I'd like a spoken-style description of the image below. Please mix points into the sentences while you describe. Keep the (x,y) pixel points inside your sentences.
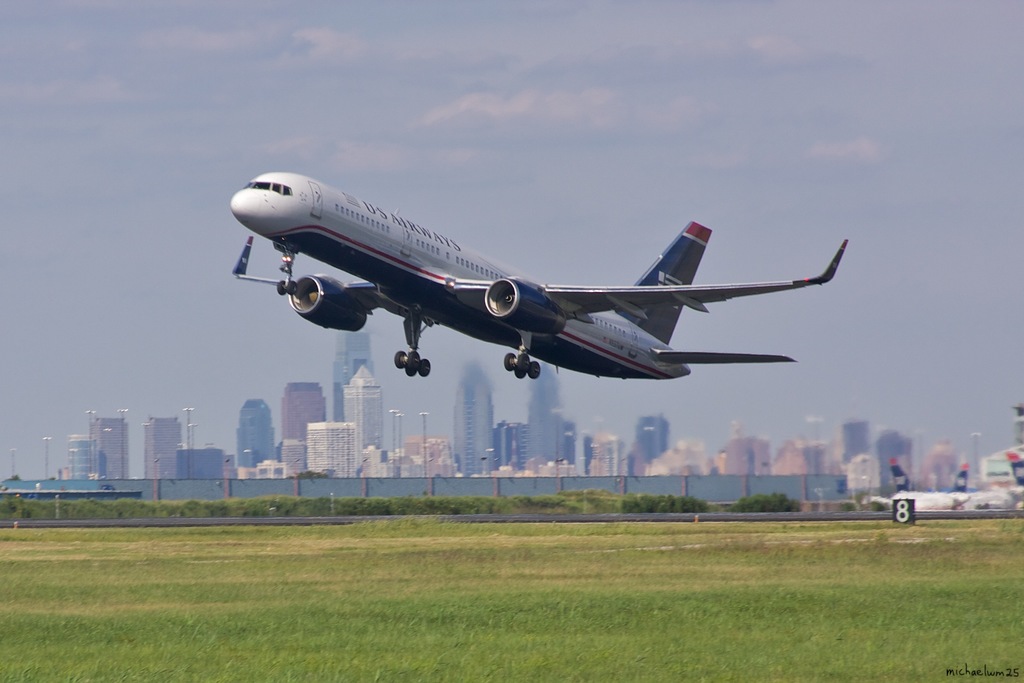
Here in this picture we can see an airplane (550,344) flying in the air and below it on the ground (371,558) we can see grass (884,586) present all over there and in the far we can see plants (131,513) present and we can also see buildings (360,454) present over there and on the right side (965,492) we can see other airplane (976,502) present on the runway (965,515) and we can see clouds (473,163) in the sky (512,126).
